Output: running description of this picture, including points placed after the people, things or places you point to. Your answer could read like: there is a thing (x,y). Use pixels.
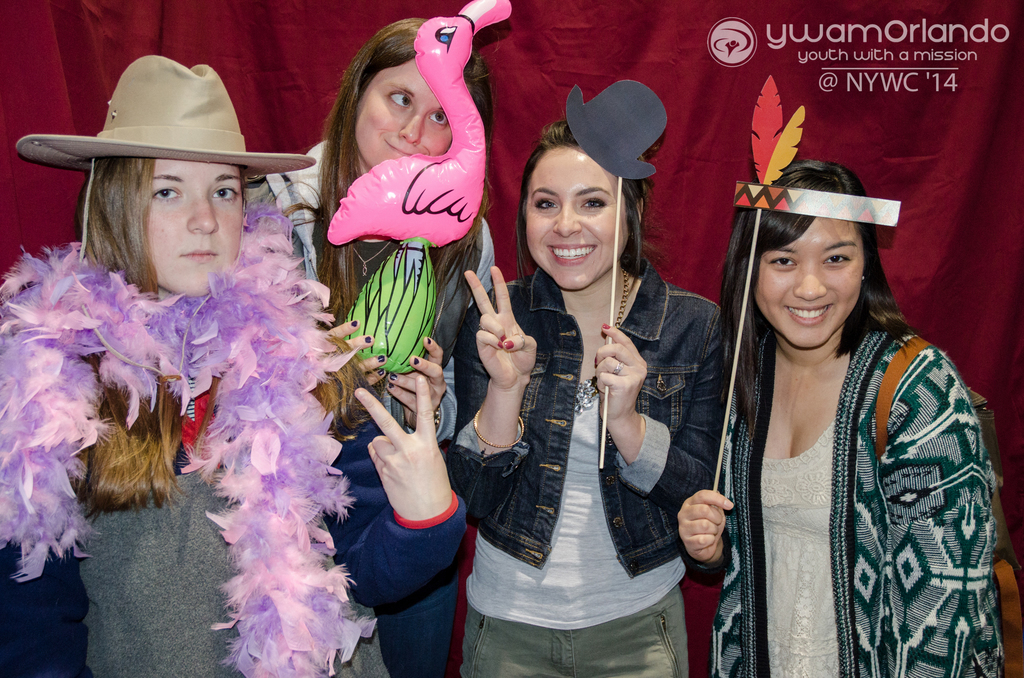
In this image we can see four people (482,409), three of them are holding some objects (776,164), a lady (83,362) is wearing a scarf (106,294), and a hat (129,135), also we can see a red color curtain (704,113) behind them, and there is a text (828,77) on the image.
